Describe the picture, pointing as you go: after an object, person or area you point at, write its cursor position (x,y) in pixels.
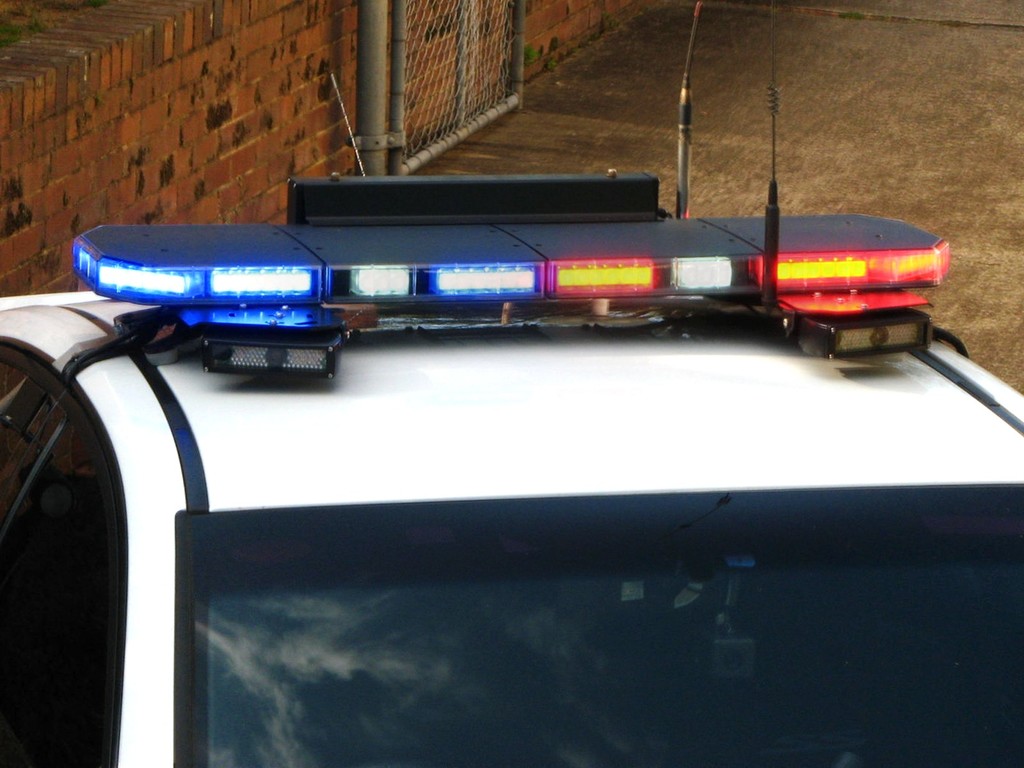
In the foreground of this image (329,566), there is a car (454,565) and few lights (223,274) on top of the car (549,403). In the background (207,47), there is a wall (282,34), gate (472,75), and the ground (866,88).
